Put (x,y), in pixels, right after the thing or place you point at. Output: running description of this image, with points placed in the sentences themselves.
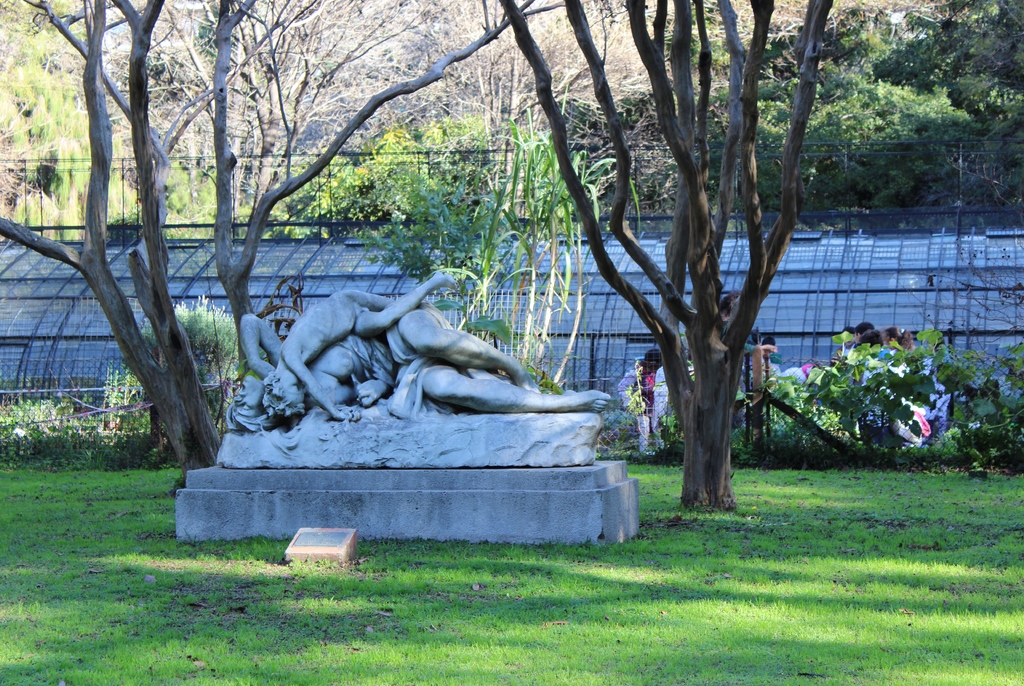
In the center of the image (366,308) there is a statue (299,323). There are trees (202,422). At the bottom of the image (656,597) there is grass (588,587). In the background of the image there is fencing (92,301).
